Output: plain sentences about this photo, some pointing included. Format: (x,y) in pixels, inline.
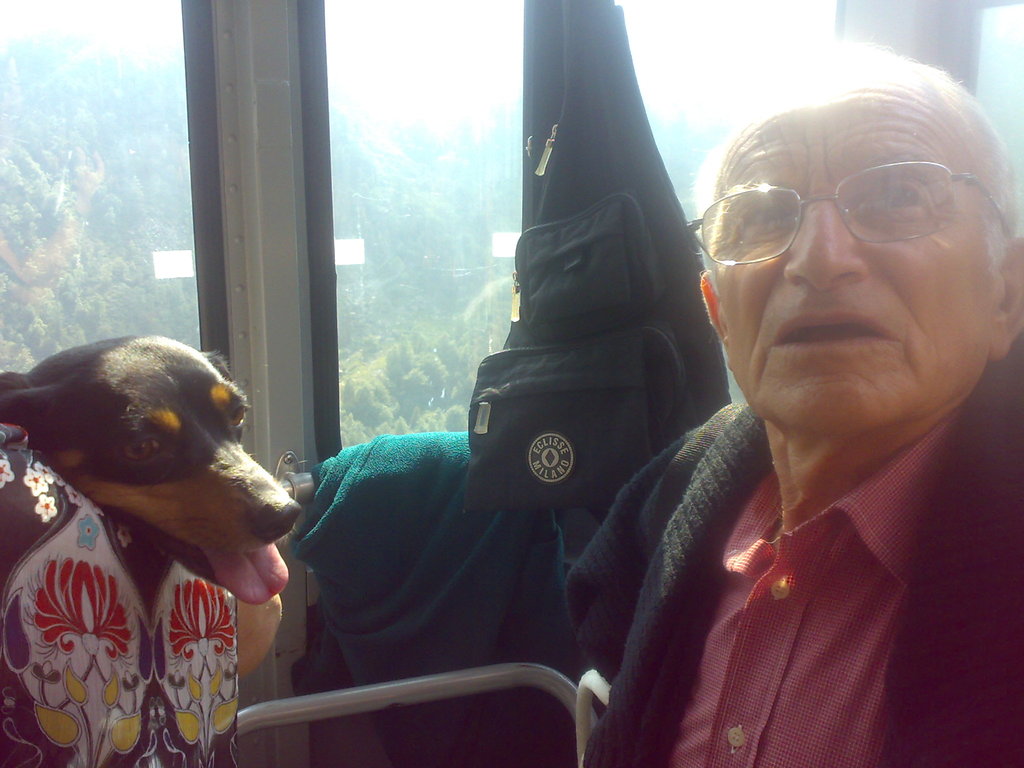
In this image I can see a man (782,538) in the red t shirt (806,538) wearing a specs (771,193). I can also see a dog (107,418). Here I can see a bag (521,276) and in background (144,252) I can see number of trees (339,151).
